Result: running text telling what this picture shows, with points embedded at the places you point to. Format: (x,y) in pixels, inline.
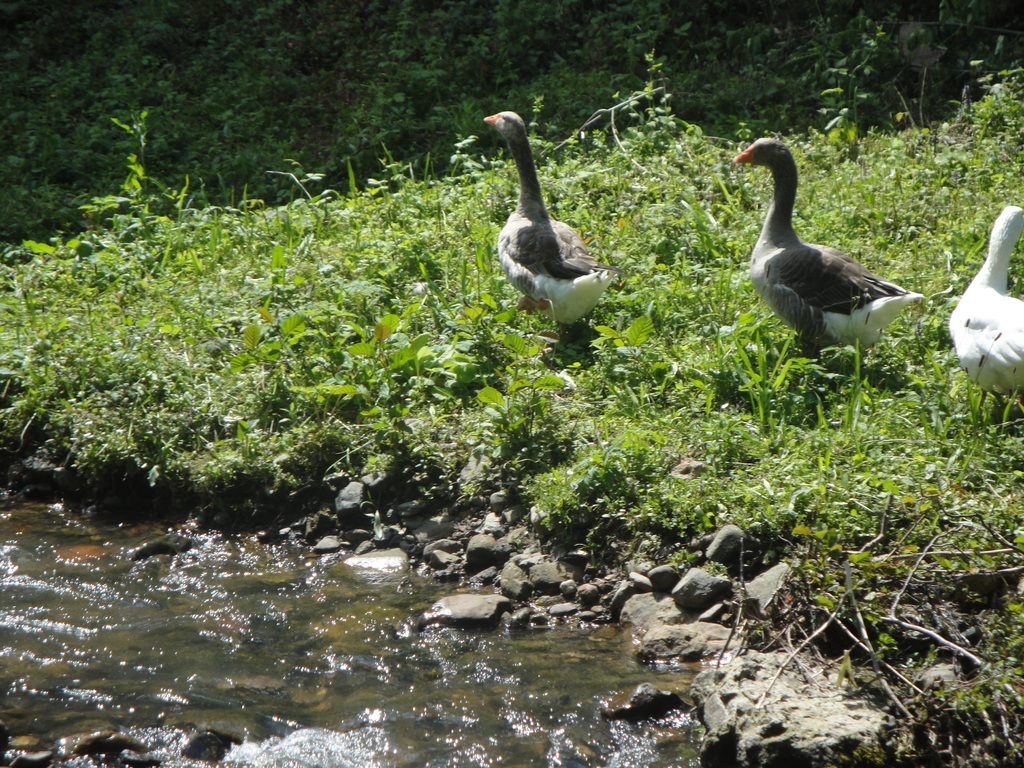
There is water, stones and 3 ducks (964,308) are walking on the plants (476,270).
